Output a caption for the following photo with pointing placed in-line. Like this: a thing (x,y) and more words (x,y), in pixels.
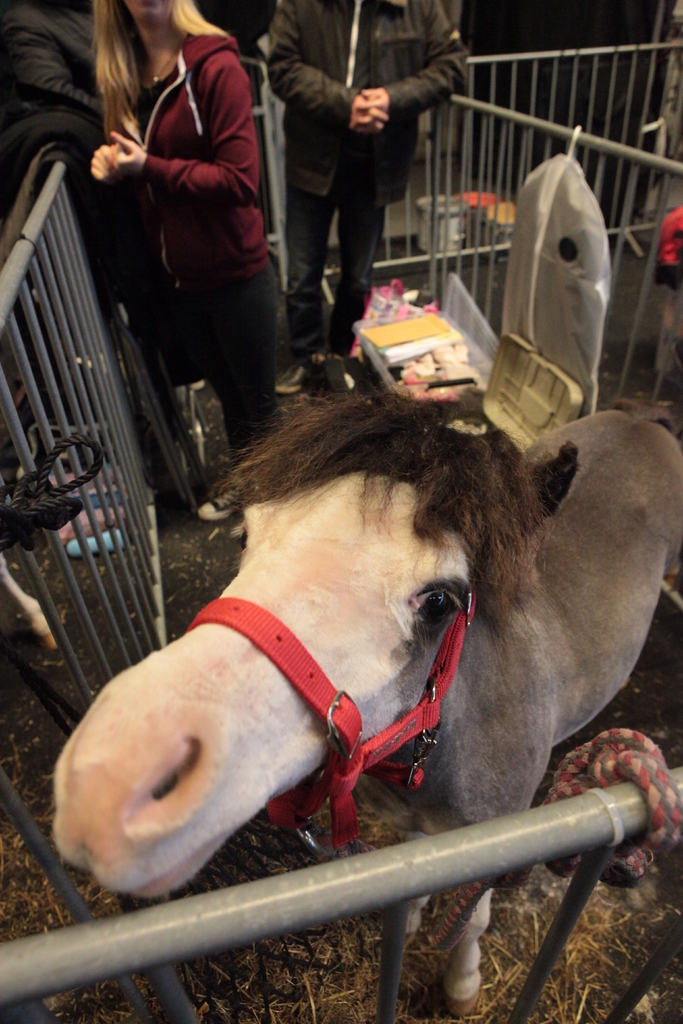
In this image in the front (426,649) there is an animal (414,658). In the background (82,128) there are persons (184,116) standing and on the left side (102,339) there is metal fence (98,333). On the right side (465,251) there is metal fence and on the fence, there is white colour object (562,261) hanging and in front of the fence (441,287), there are objects (429,353). On the ground (280,978) there is grass (288,990) which is in the front (318,978).
